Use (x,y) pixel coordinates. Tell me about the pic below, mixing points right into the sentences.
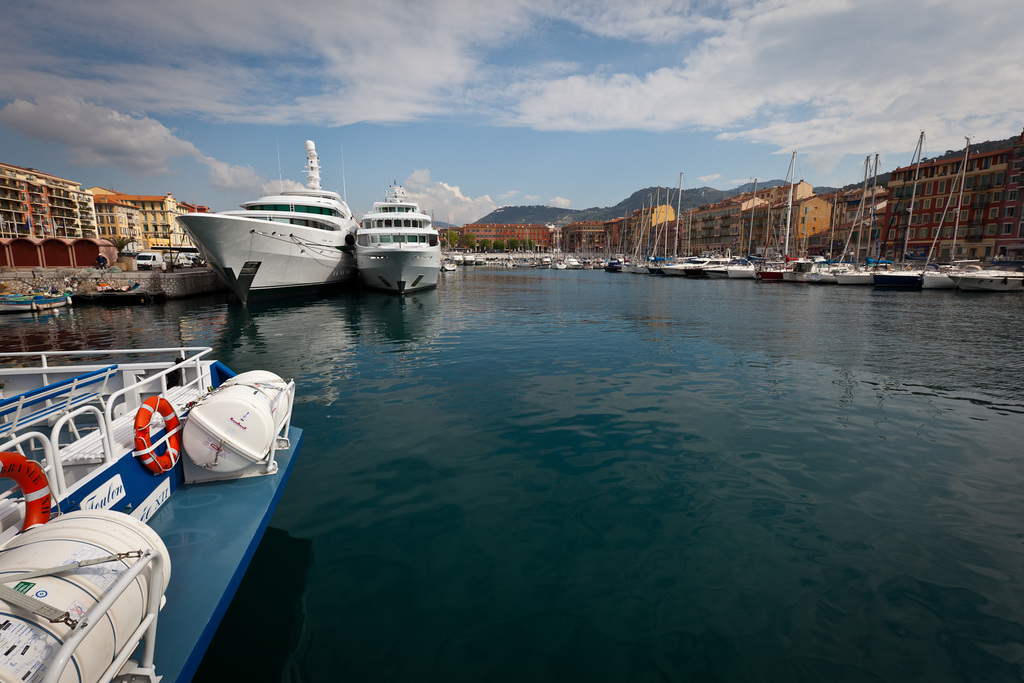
In the image there are ships (325,262) in a harbour (666,291) with buildings (639,240) on either side it and above its sky (292,95) with clouds (617,102).
